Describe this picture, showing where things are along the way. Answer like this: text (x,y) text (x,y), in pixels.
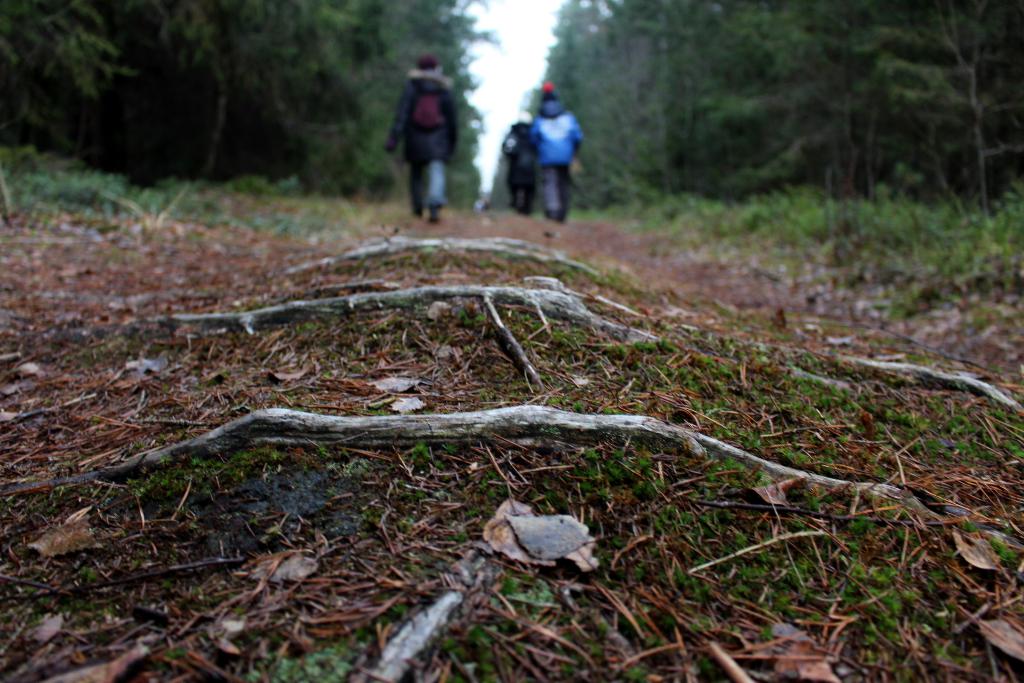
In this image we can see walkway (90,327) and there are some persons (525,187) walking through the walkway (509,253), there are some trees (386,106) on left (215,109) and right side of the image (730,110) and top of the image (518,81) there is clear sky (496,90).
